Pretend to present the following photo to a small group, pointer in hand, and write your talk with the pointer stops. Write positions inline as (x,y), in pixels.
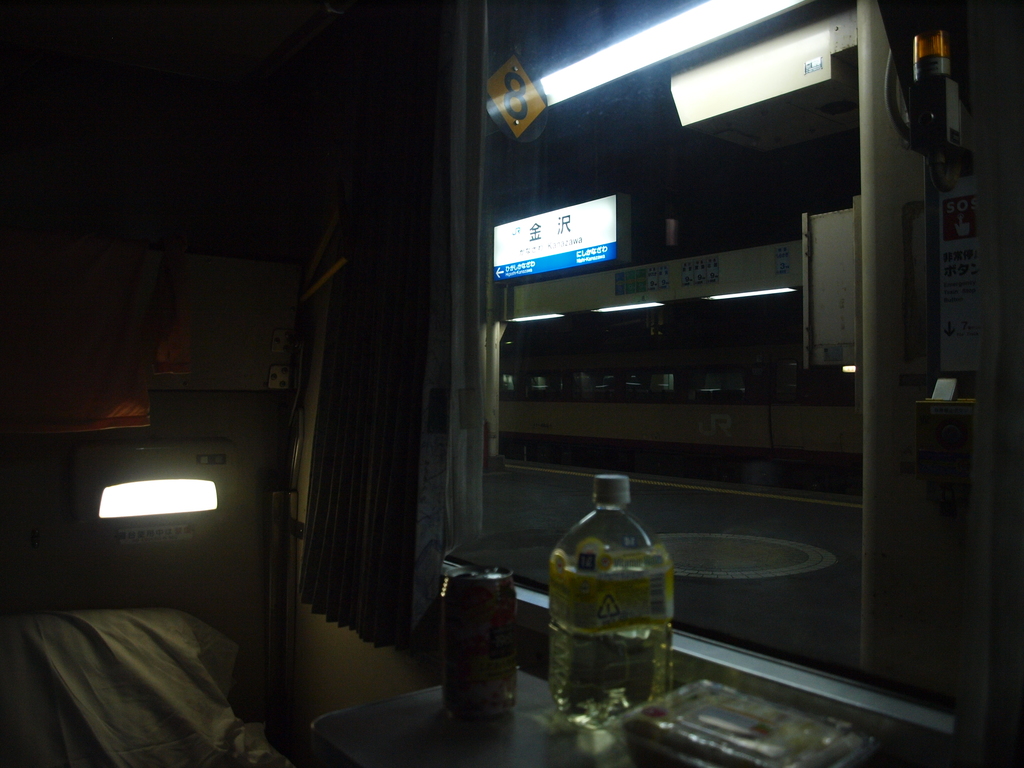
In this picture we can see a bottle (563,620), tin (483,690), light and a screen (612,227).
